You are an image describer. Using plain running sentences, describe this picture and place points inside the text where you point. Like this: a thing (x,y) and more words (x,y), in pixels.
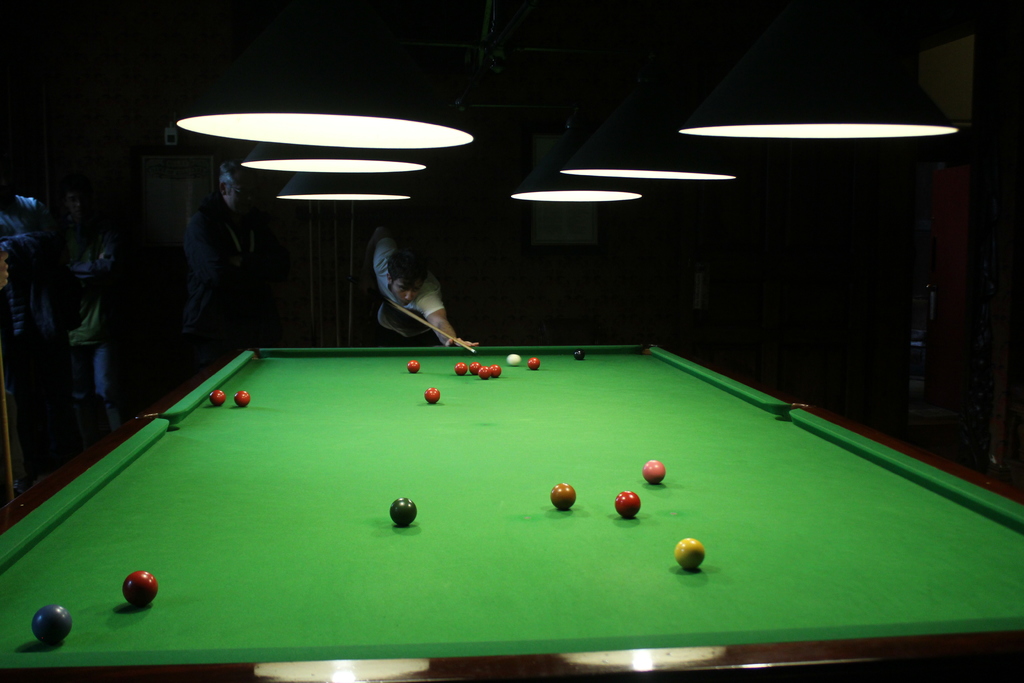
In this picture we can see snooker balls (569,492) on the snooker board (456,474) and a man (406,290) is playing the game by holding a stick (440,329) in his hand (467,344), and also we can see couple of lights (368,153) and couple of people (74,298).
